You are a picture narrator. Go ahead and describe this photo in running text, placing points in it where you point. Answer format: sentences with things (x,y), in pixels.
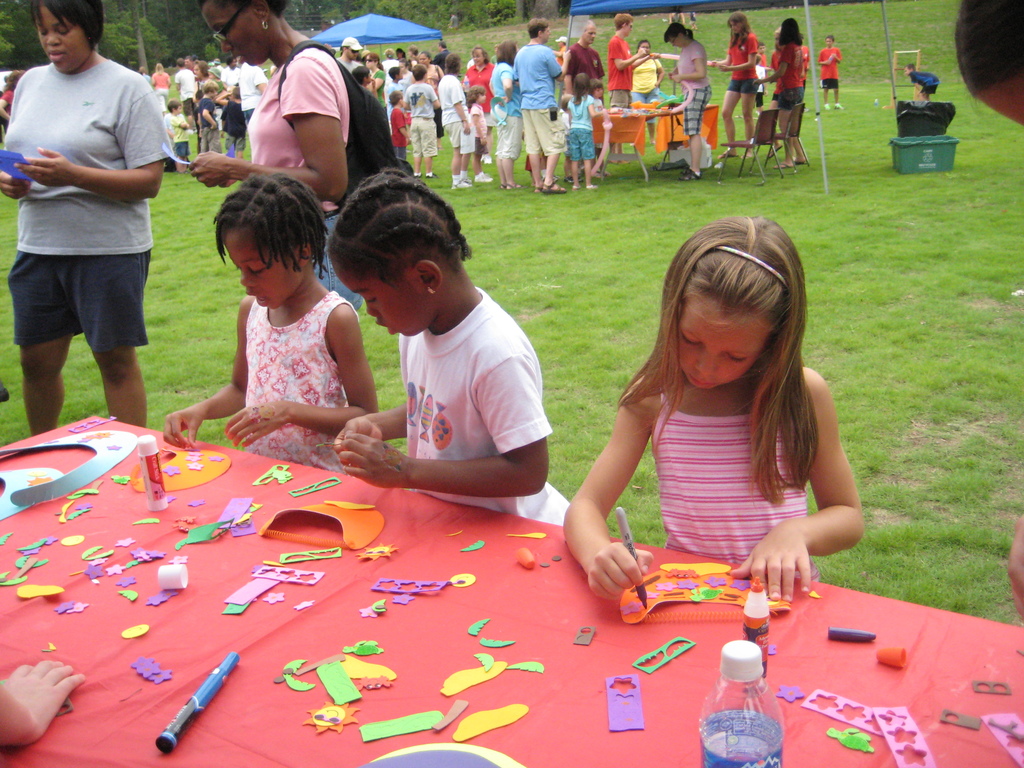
On the background of the picture (466,14) we can see trees (483,9). Here we can see few tents (737,7). Under this tents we can see few persons (587,64) standing and these are chairs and a table (679,135). This is basket (926,147). Here we can see few girls (479,408) standing in front of a table (812,606) and doing some art work. This is a water bottle (771,704), marker (183,714) and few pieces of charts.
